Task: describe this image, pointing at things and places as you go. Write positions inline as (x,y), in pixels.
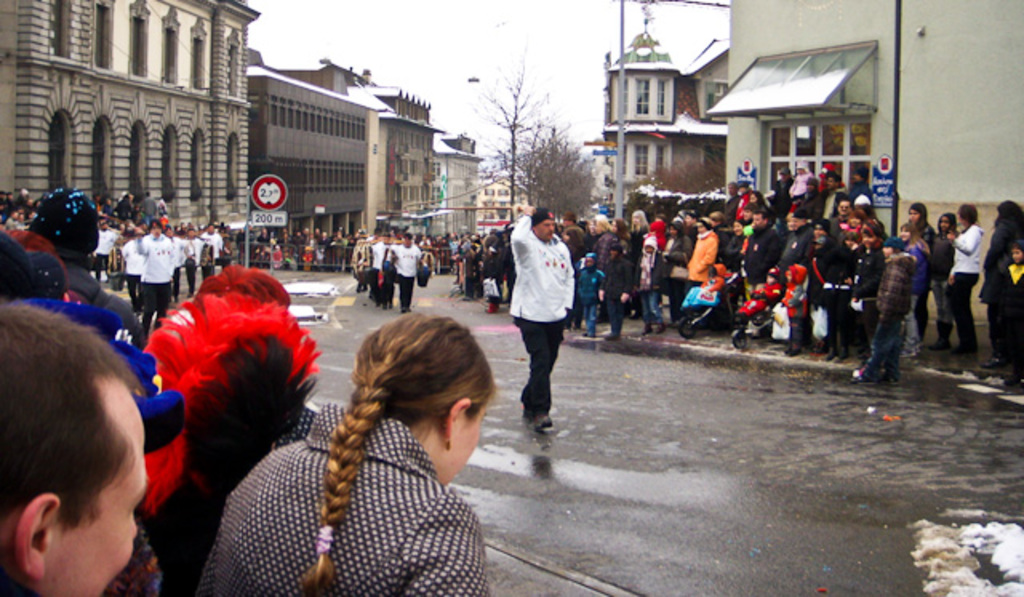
In this image, there are a few people (697,269), buildings (613,111), trees (554,192), poles (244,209) and some boards (267,207). We can see the fence (434,268) and the ground (725,515). We can also see the sky (449,60).
